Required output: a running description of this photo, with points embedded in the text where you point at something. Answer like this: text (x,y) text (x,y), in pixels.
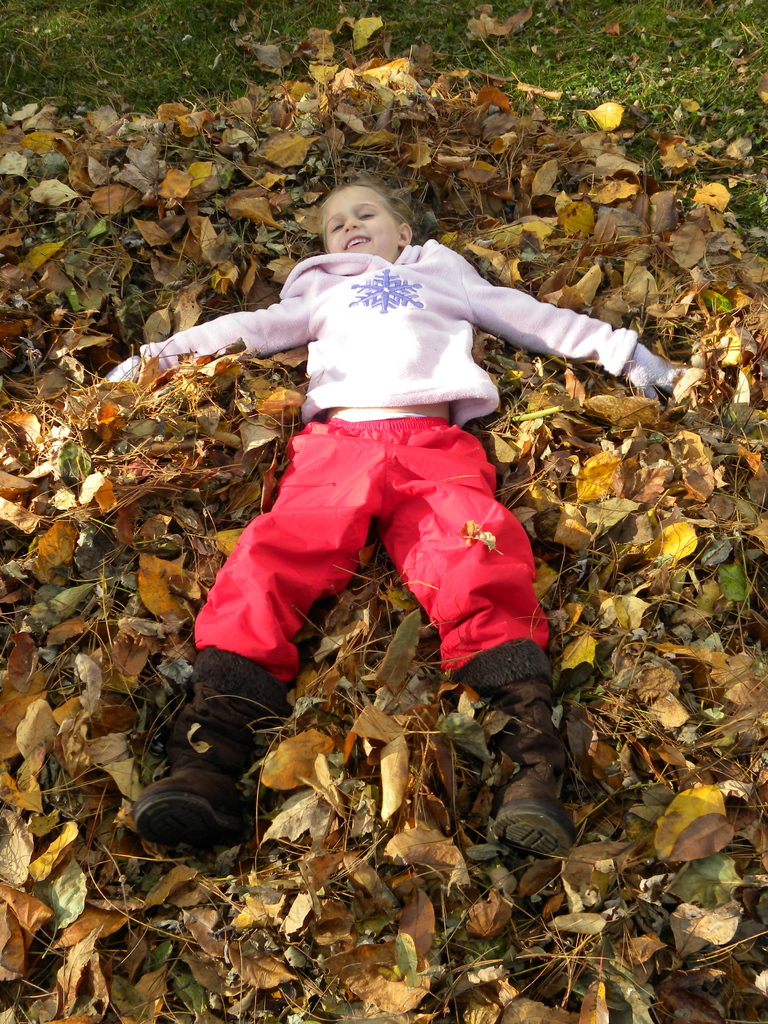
In this image we can see a kid (369,465). In the background of the image (715,711) there are dry leaves (331,628). At the top of the image (444,51) there is the grass (456,15).
